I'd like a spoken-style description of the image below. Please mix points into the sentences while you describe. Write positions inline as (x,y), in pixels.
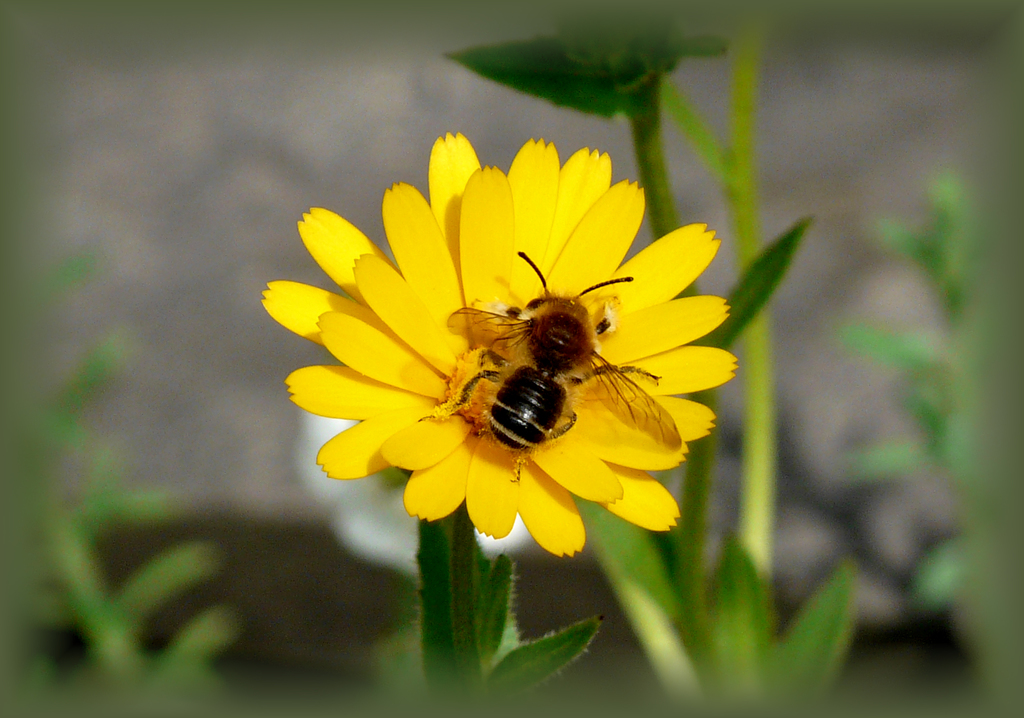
This image consists of a flower (436,472) on which we can see a bee (541,407). The flower (359,235) is in yellow color. In the background (80,573), we can see a plant (109,594). The background (1005,119) is blurred.
